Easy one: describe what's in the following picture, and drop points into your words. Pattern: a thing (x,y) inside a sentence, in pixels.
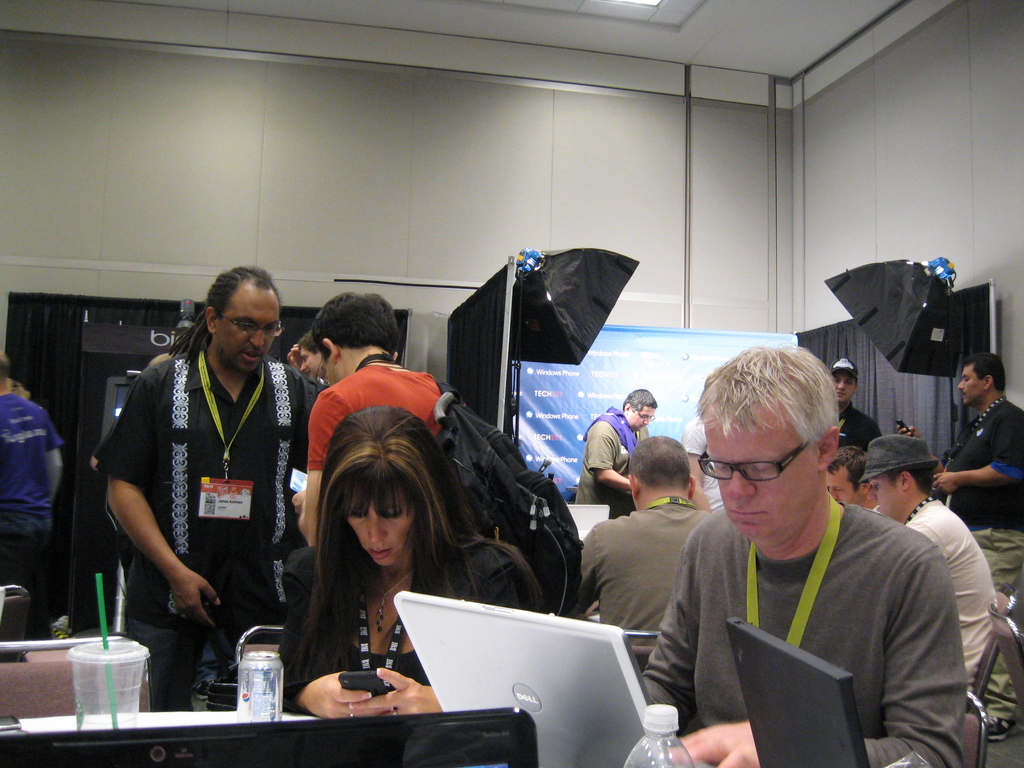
In this image, we can see people (329,407) and some are wearing id cards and sitting on the chairs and one of them is wearing a bag (453,454) and we can see laptops (506,648), a tin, bottle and there are some other objects (140,660) on the tables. In the background (922,301), there are umbrellas (557,291) and we can see a banner (586,370) with some text (541,438) and there is a curtain (133,307) and a wall (720,90). At the top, there is light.
